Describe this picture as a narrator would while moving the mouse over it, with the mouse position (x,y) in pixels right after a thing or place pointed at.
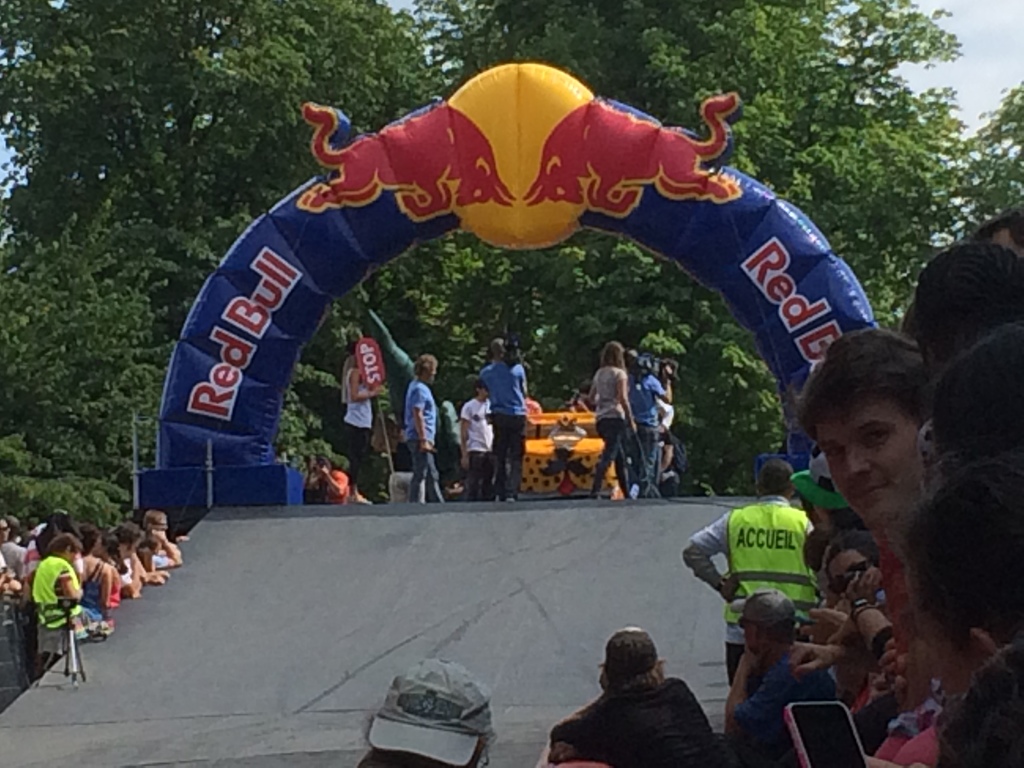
In this picture we can see some people (913,637) on the right side (916,688) and left side (159,574), there is a vehicle (594,454) and some people (512,416) in the middle (638,441), we can also see an arch (259,458) and a stop board (372,359), in the background (446,282) there are some trees (819,94), we can see the sky (983,24) at the right top of the picture (992,24).
